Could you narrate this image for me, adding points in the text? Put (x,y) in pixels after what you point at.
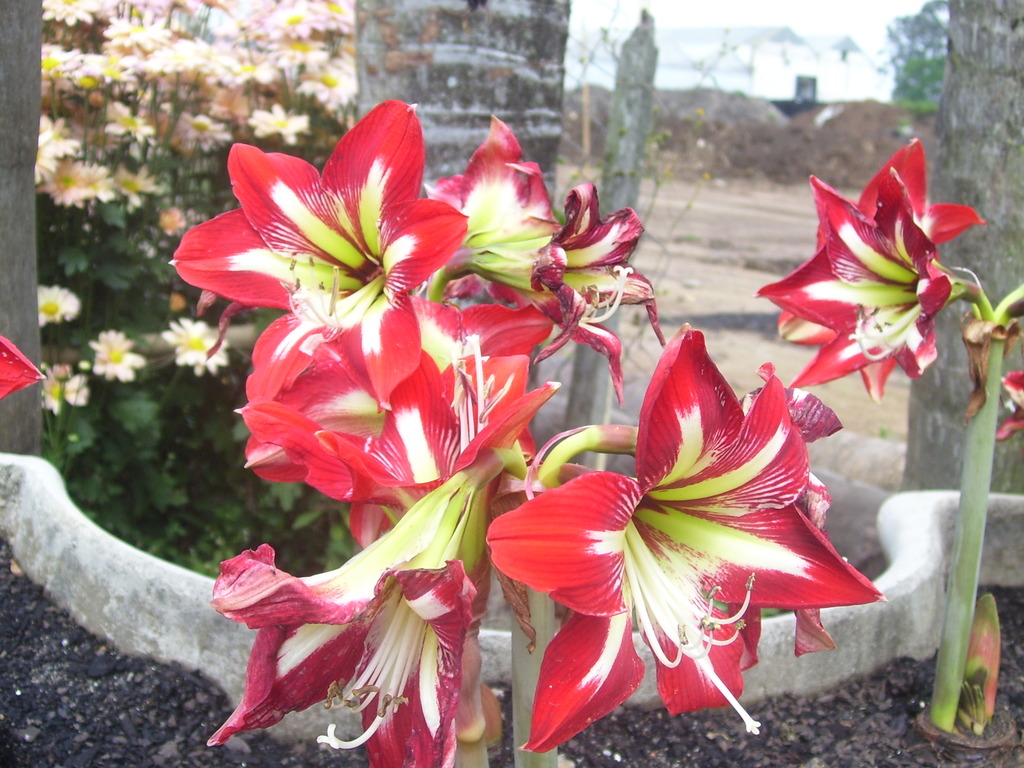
This image consists of flowers (514,360) in red color. And we can see the pollen grains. In the background (154,112), there are different flowers (76,161) along with trees (23,418). At the bottom (160,730), there is ground (152,741). In the background (963,148), there are trees (969,161).
